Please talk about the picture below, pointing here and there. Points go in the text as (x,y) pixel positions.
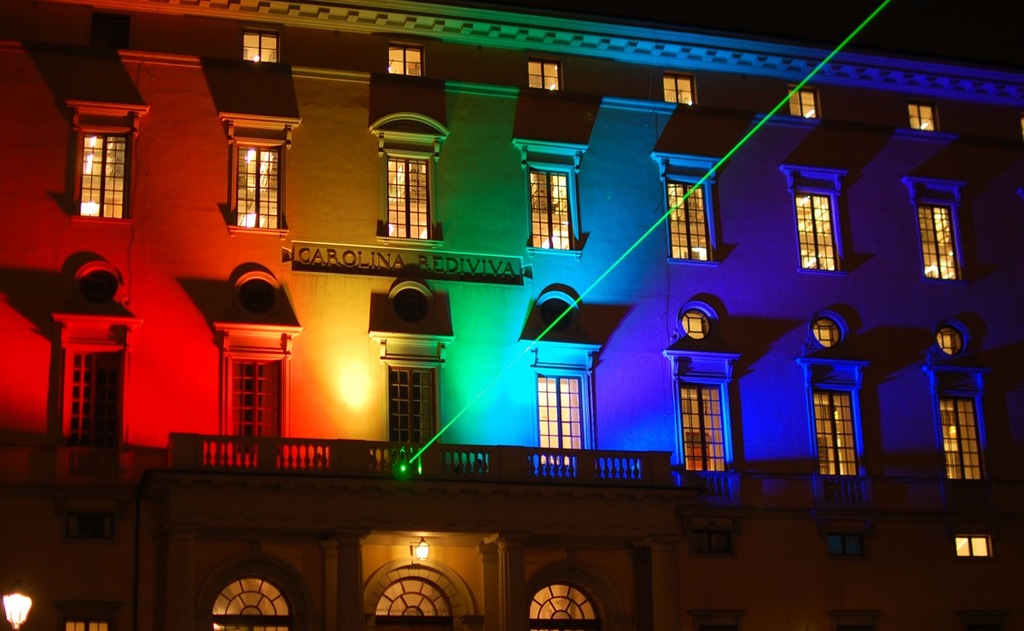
In this image I can see the building (520,225). There are many windows (553,182) and railing (710,474) to the building (474,423). I can also see the lights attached to the building (733,510). And there is a black background (913,25).
